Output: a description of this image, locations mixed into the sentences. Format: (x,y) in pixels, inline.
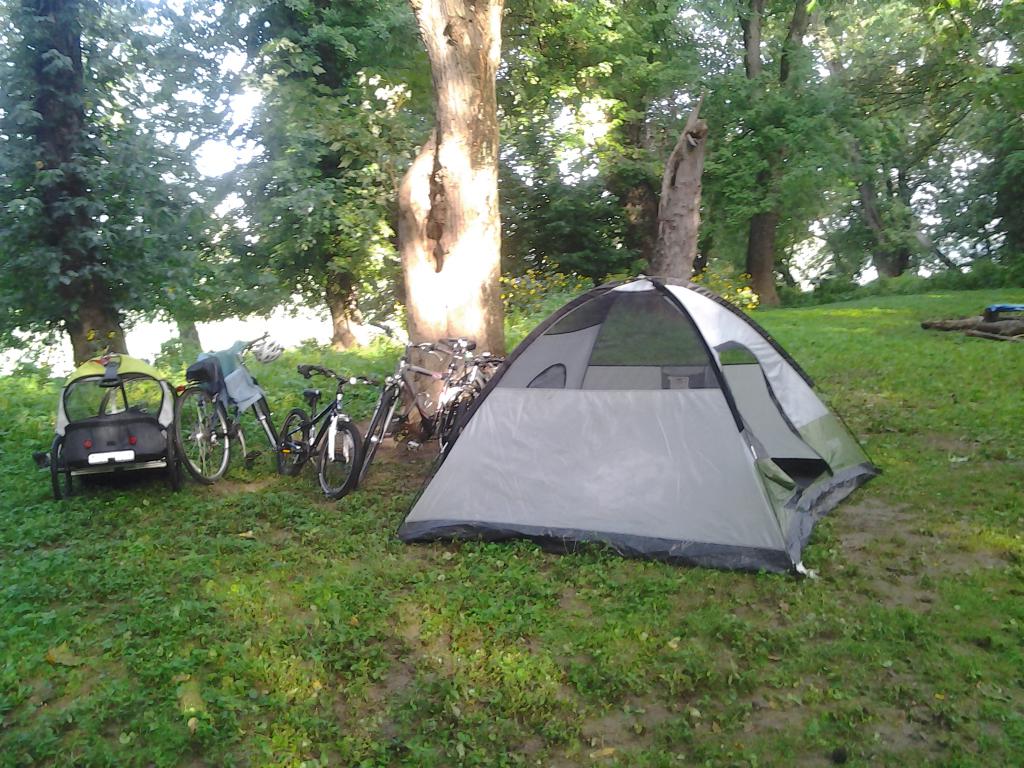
In this image I can see a tent (624,359) and some bicycles (378,404) in a forest (262,138) with trees (361,115).
